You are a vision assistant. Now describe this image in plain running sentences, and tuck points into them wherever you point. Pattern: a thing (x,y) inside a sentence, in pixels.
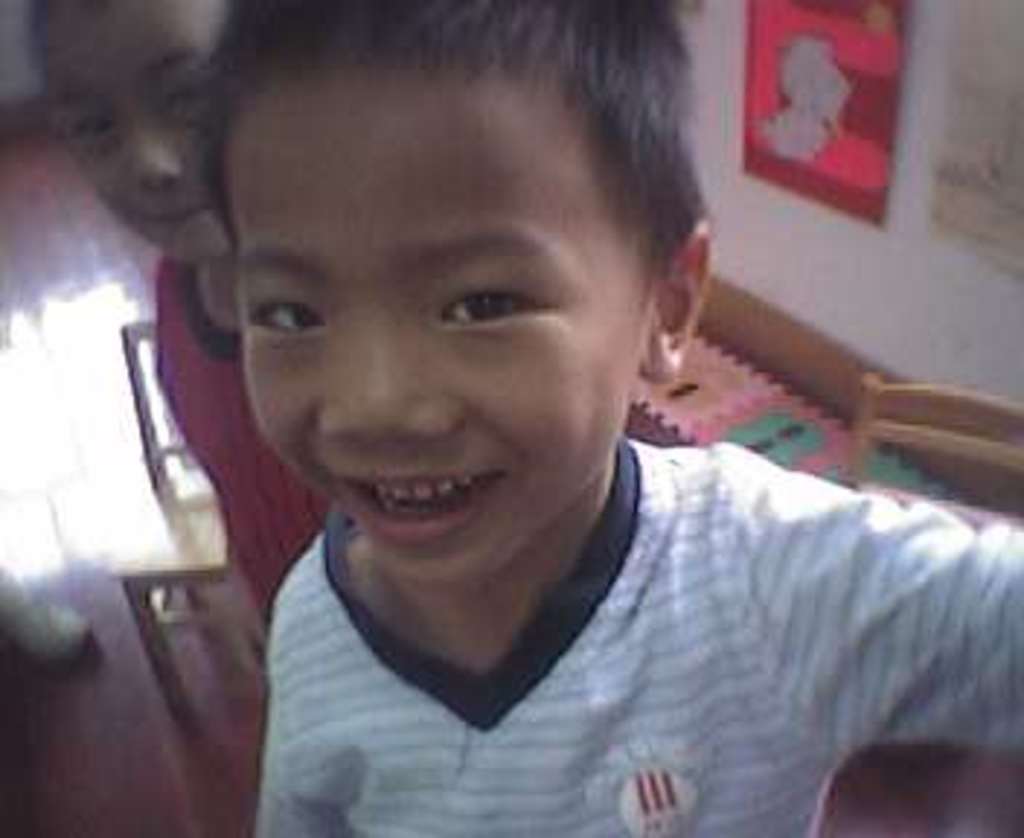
In this image I can see few people (377,366) are wearing different color dresses (679,729). I can see few objects (783,126) and the wall (983,351).
